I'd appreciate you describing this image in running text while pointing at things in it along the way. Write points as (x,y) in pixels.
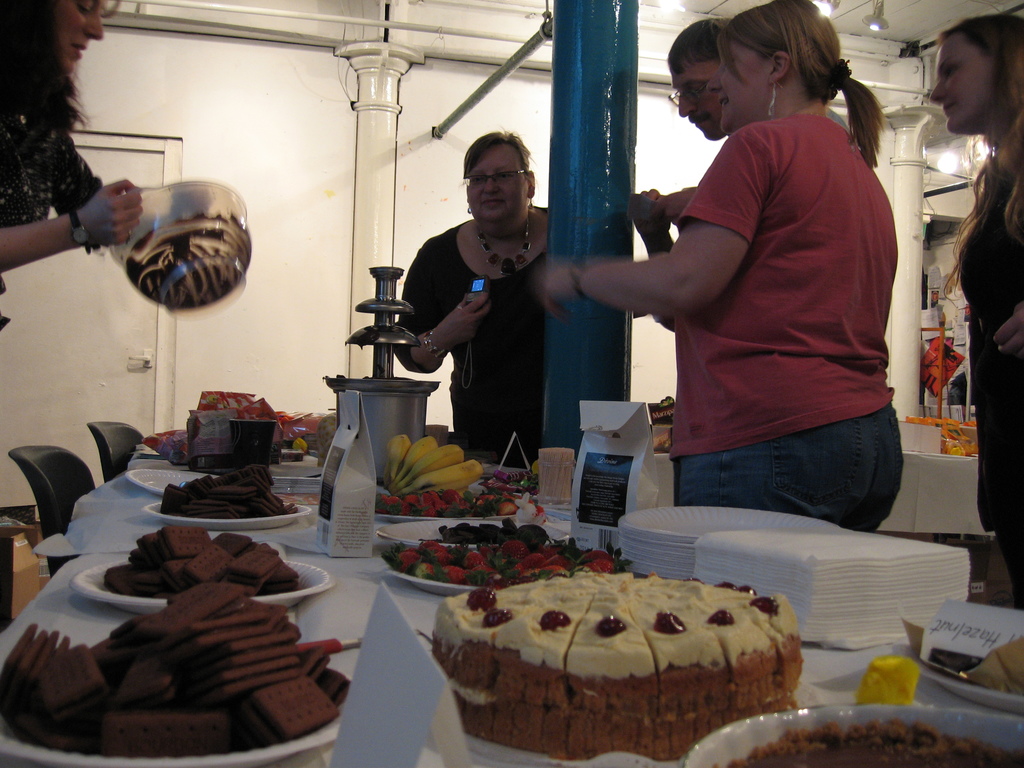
In this picture we can see some people (508,260) standing here, there are chairs (77,478) and a table (300,547) here, we can see some plates (291,647) and tissue papers (864,579) present on the table (373,593), we can see some biscuits (211,625) on this plate (236,528), there are some fruits (476,505) here, we can see pieces of cake (626,627) here, in the background (348,121) there is a wall (325,121), we can see a light (953,158) here.
